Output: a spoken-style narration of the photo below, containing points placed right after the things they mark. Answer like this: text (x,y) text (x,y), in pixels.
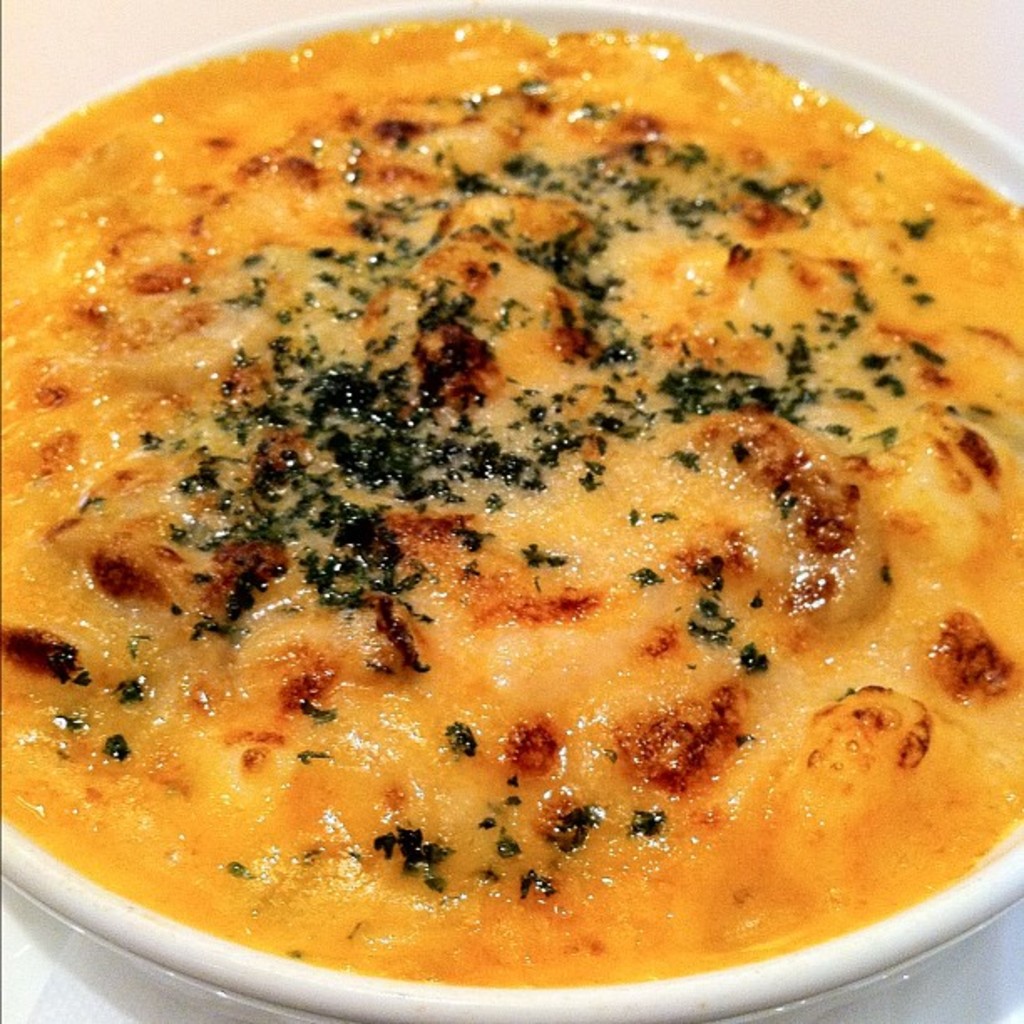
In the center of the image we can see an object (31,47). On the object (17,41), we can see a plate (409,983). In the plate (391,983), we can see some food item (558,681).
